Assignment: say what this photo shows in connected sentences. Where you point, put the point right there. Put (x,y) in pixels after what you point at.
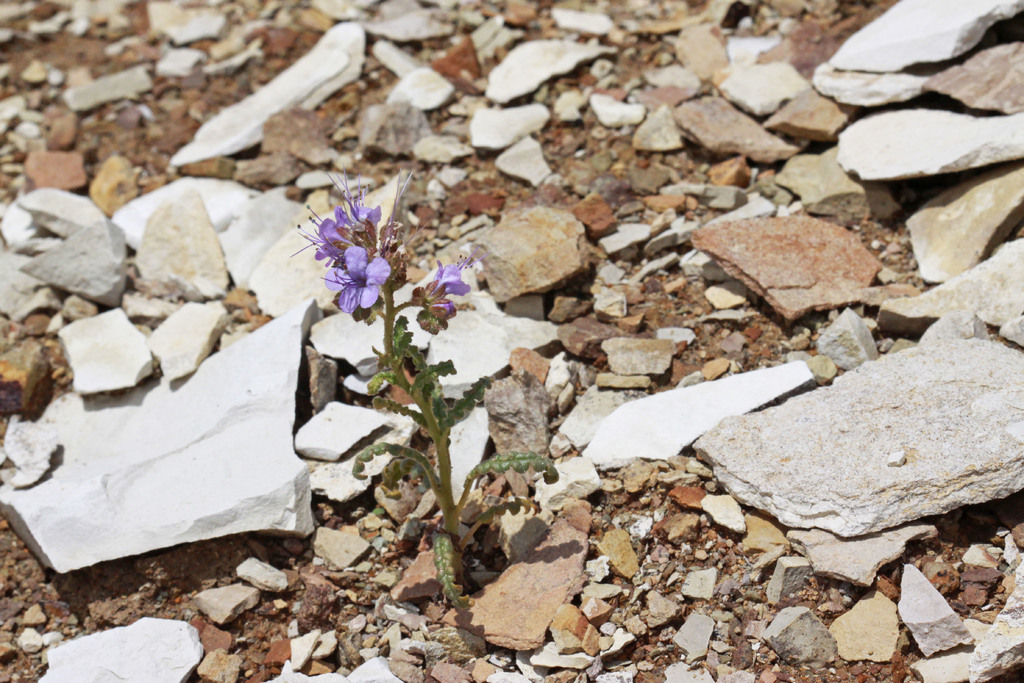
In the picture I can see some stones (278,364), there is a plant (392,330) to which flowers (355,297) are grown.
